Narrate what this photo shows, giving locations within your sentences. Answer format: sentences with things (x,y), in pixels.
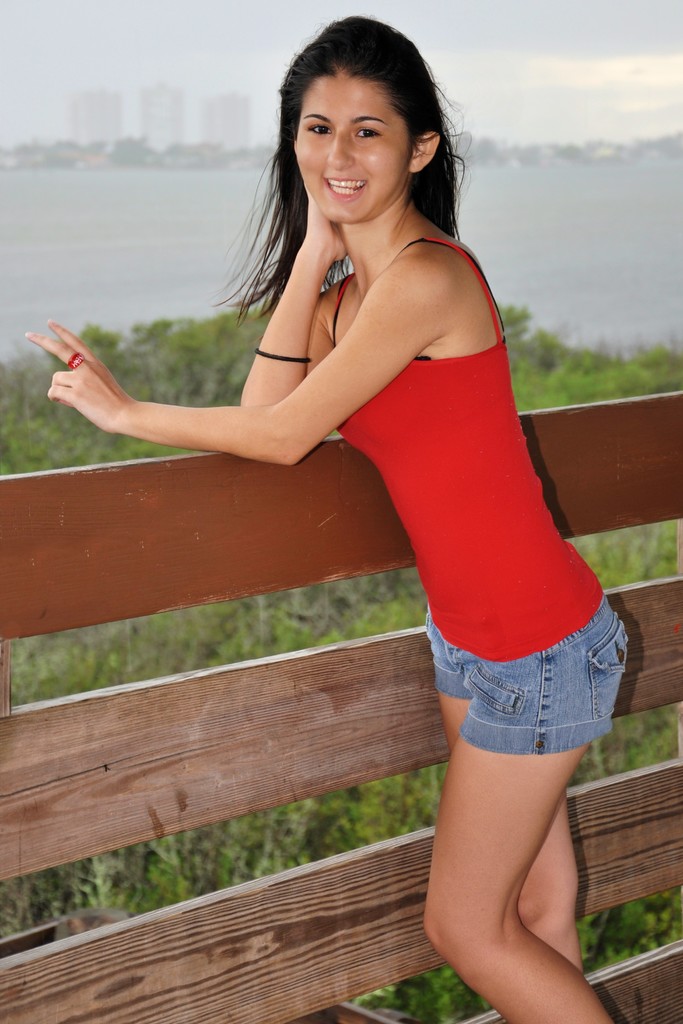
In the image there is a lady (496,535) with red top (503,602) is standing. In front of her there is a wooden fencing (309,880). Behind the fencing (390,693) there are trees (155,448). And in the background (568,132) there are buildings (109,112) and also there is a sky (565,110).
